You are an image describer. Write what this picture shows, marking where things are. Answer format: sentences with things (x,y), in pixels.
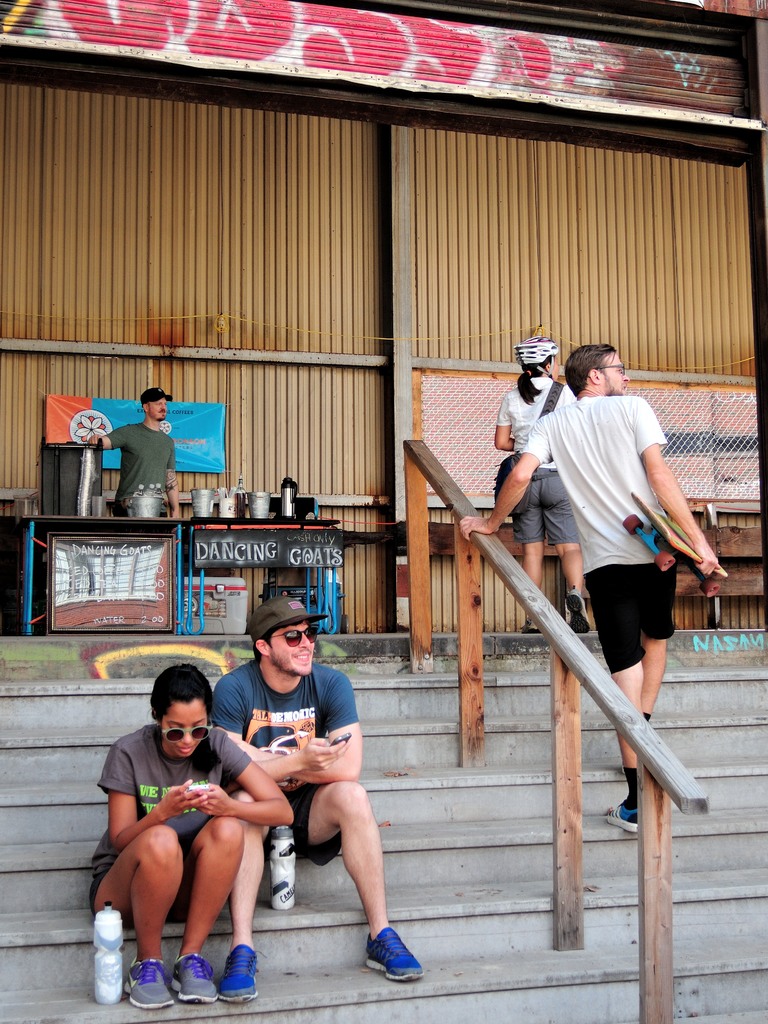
The boy (318,726) in blue T-shirt (217,708) and the woman (209,749) in brown T-shirt (158,750) are sitting on the staircase (270,899). Beside them, we see two water bottles (286,872). Both of them are holding the mobile phones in their hands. Beside them, we see two people (564,527) walking. Behind them, we see a man (146,438) in green T-shirt (124,437) is standing. In front of him, we see a table (322,521) on which vessels (160,509), jars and flask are placed. Behind him, we see a building (284,173) in brown color.
